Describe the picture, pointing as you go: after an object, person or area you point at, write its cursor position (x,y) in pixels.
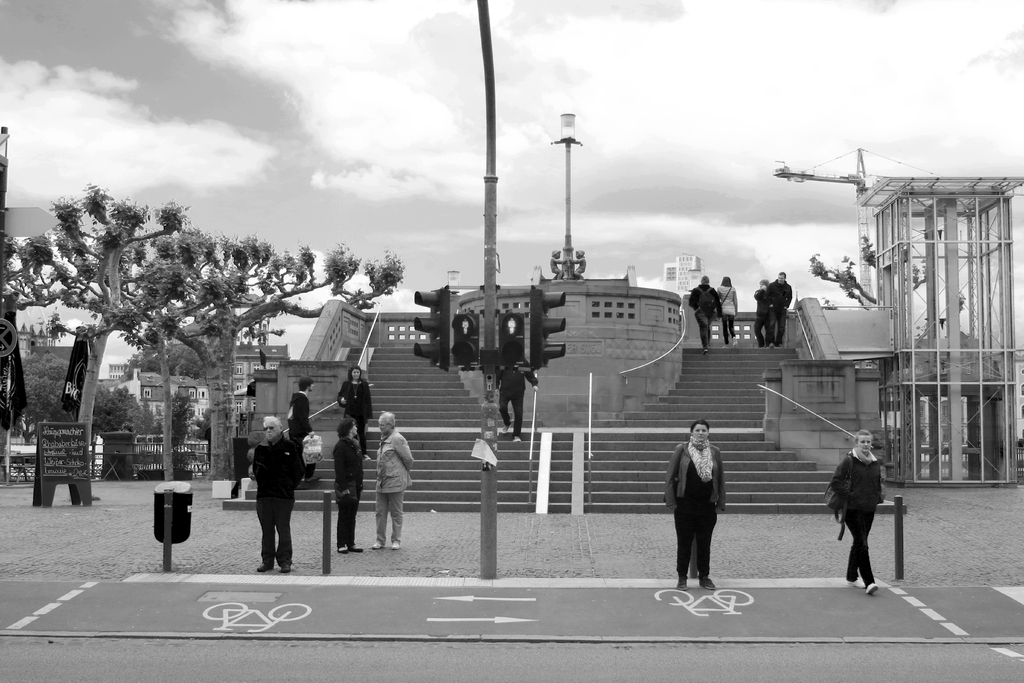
In this image we can see few persons (294,420). Behind the persons (291,435) we can see stairs (763,355), wall (612,293) and a pole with lights (451,279). In the foreground (535,298) we can see a pole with traffic lights (442,290). On the left side (225,427), we can see a dustbin (173,513), group of trees (185,340) and buildings (146,376). On the right (871,353), we can see an object (987,350). At the top (729,105) we can see the sky (512,128).
